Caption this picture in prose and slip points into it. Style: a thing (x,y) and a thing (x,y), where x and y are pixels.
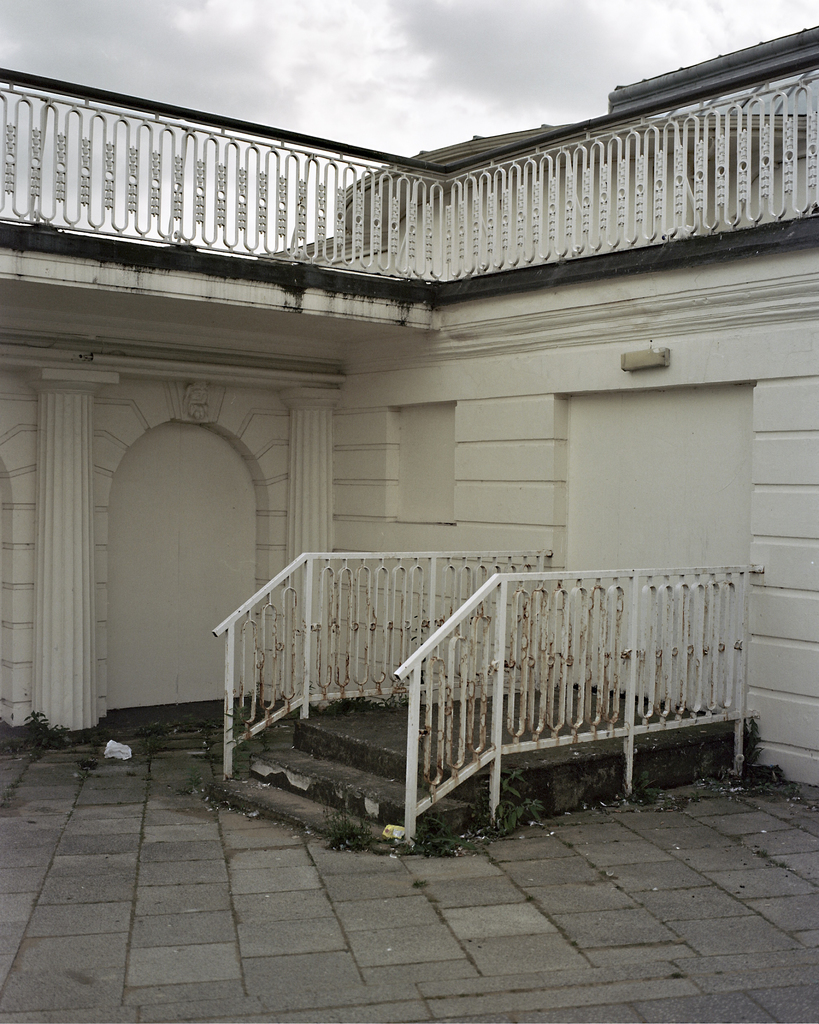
In this picture we can see a house (442,452) here, there is a railing (464,216) here, we can see steps (352,798) here, there is the sky (402,69) at the top of the picture (393,63).
